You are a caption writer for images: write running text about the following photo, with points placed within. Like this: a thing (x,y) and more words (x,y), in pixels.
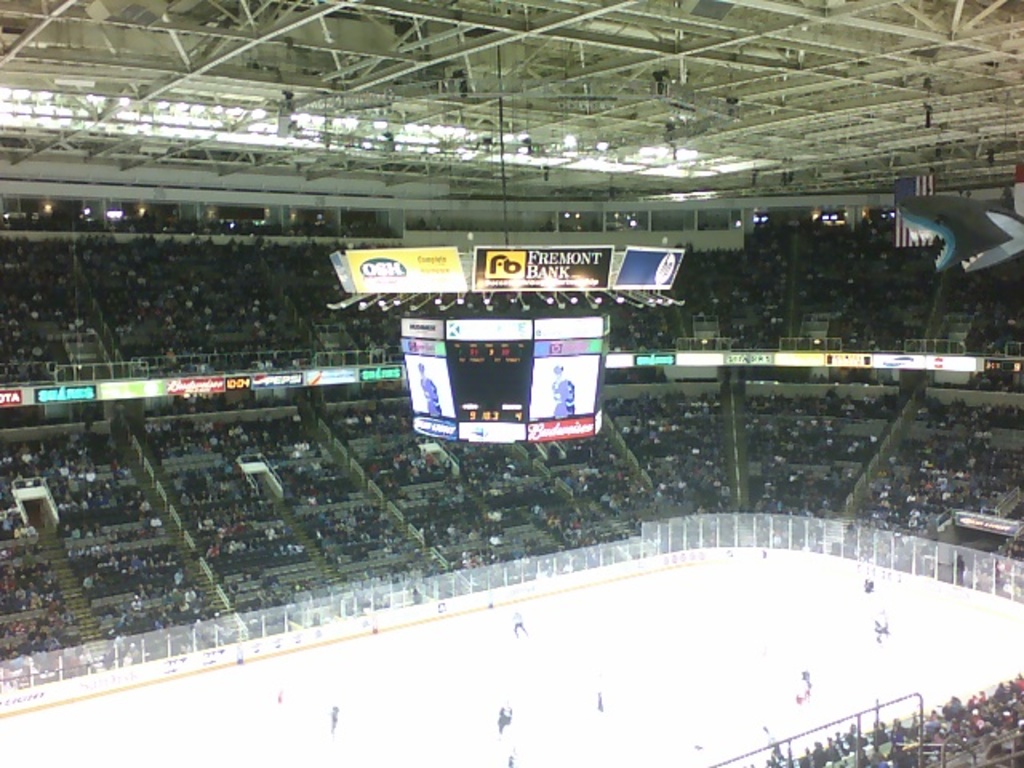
In this picture I can see it looks like a stadium (560,402), at the bottom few people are playing the game. In the middle (562,375) there are electronic boards (515,377), many people (27,591) are sitting around this stadium (598,511).
